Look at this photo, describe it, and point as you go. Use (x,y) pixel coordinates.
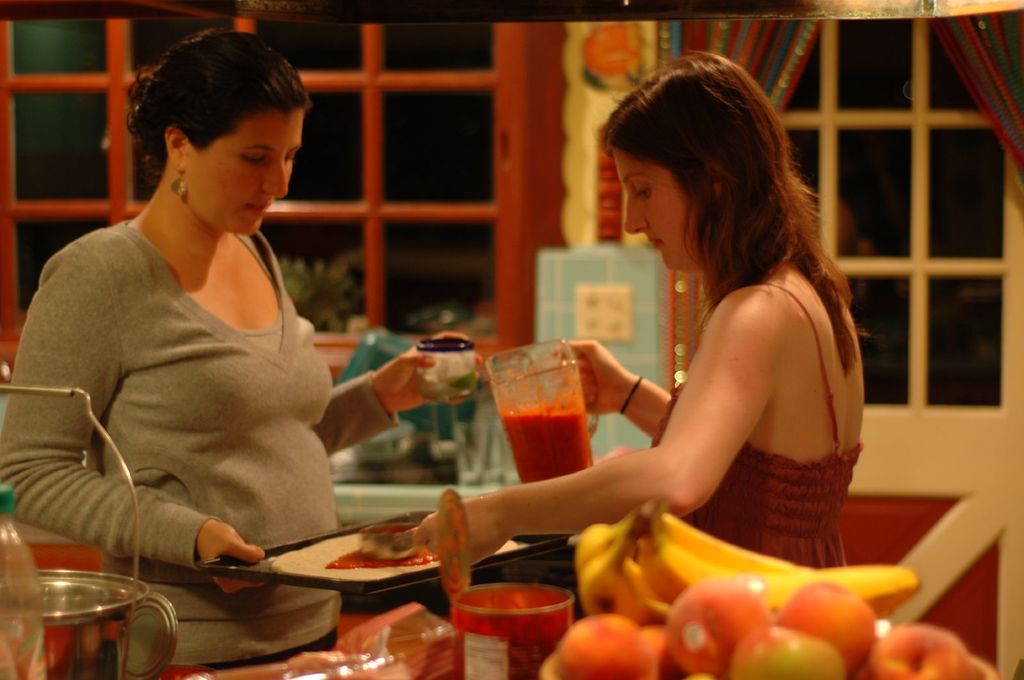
In this picture there are two ladies (821,264) on the right (857,362) and left side of the image (272,477) and there are fruits (675,579) at the bottom side of the image (640,592) and there are windows (377,135) with curtains (700,41) in the background area of the image (539,81).
